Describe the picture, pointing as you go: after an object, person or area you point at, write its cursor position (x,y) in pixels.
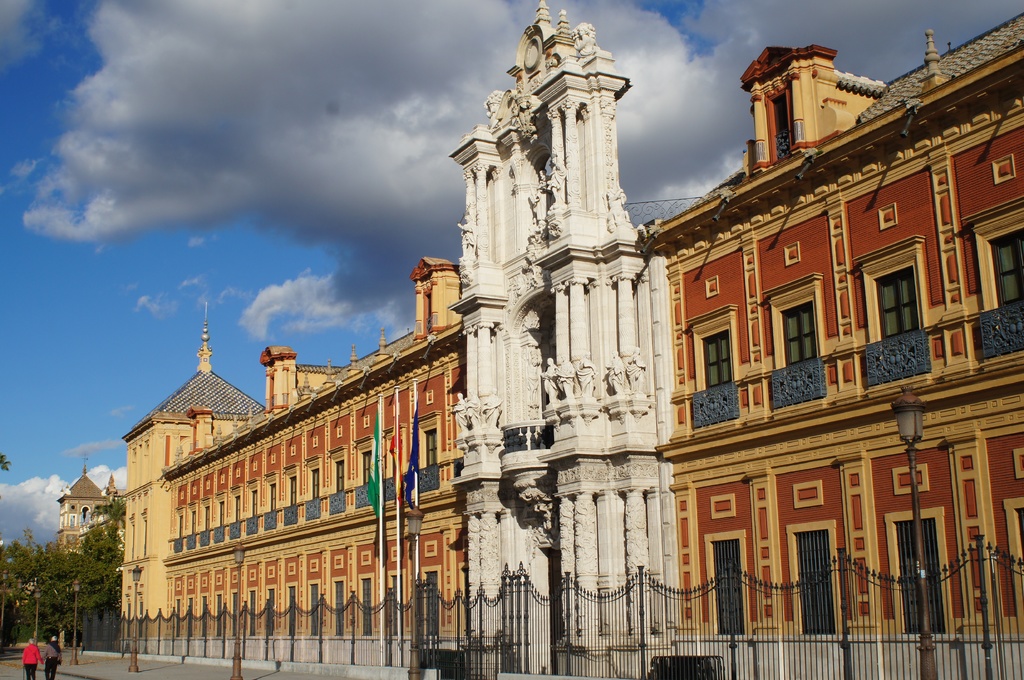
In this image I can see two persons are walking on the road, fence (456,634), light poles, flags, buildings (495,439) and windows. In the background (346,356) I can see trees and the sky (311,348). This image is taken may be during a day.
